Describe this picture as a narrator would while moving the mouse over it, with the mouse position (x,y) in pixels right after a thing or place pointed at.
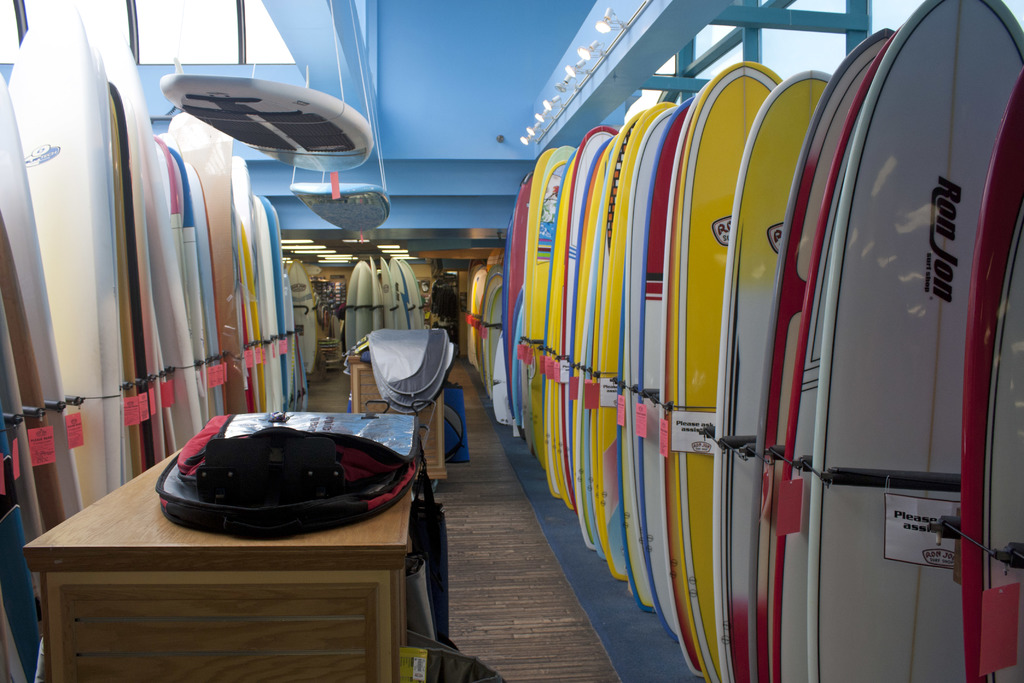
In center of the image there is a table (89,561). At the right side of the image (890,107) there are many surfing boards (587,528) arranged in an order. At the left side of the image (5,187) there are also surfing boards (138,460) arranged in a order. At the background of the image (363,332) there are surfing boards (316,323) in the center (358,320). At the top (380,51) the image is wall (440,95).
